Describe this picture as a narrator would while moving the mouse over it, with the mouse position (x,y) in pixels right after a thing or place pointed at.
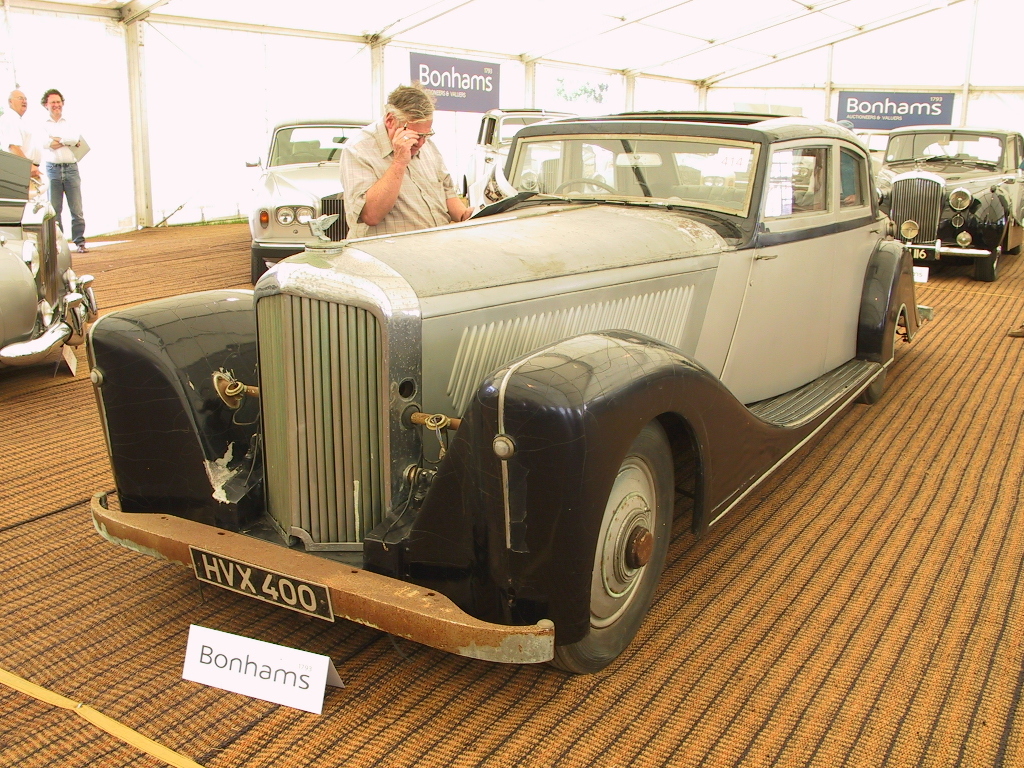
This is an inside view of a building (553,46) and here we can see vehicles (273,308) and some people (387,174). At the bottom (616,708), there is floor (374,688) and we can see some boards (255,654). In the background (138,35), there are banners (482,73), rods (532,65) and at the top (671,26), there is roof (677,44).
